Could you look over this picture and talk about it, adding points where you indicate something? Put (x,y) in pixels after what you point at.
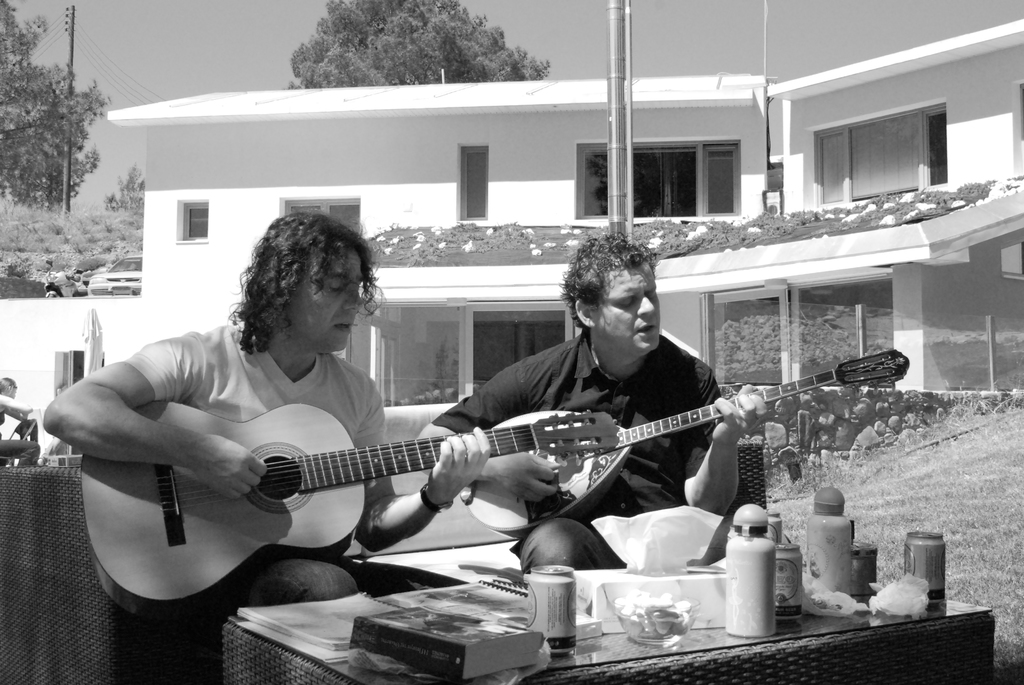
In this picture there is a person (272,230) sitting is holding the guitar (427,469) left hand (471,446) playing the guitar (247,553) with his right hand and the other person (499,388) who is sitting beside him is singing holding the guitar (575,491) with his left hand (747,415) and there's a table (328,681) in front of them with some water bottles (806,564), beverage cans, books (458,623), newspapers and in the background (162,273) there is a building (250,164) the tree (436,56) and the sky (171,41) is clear.
